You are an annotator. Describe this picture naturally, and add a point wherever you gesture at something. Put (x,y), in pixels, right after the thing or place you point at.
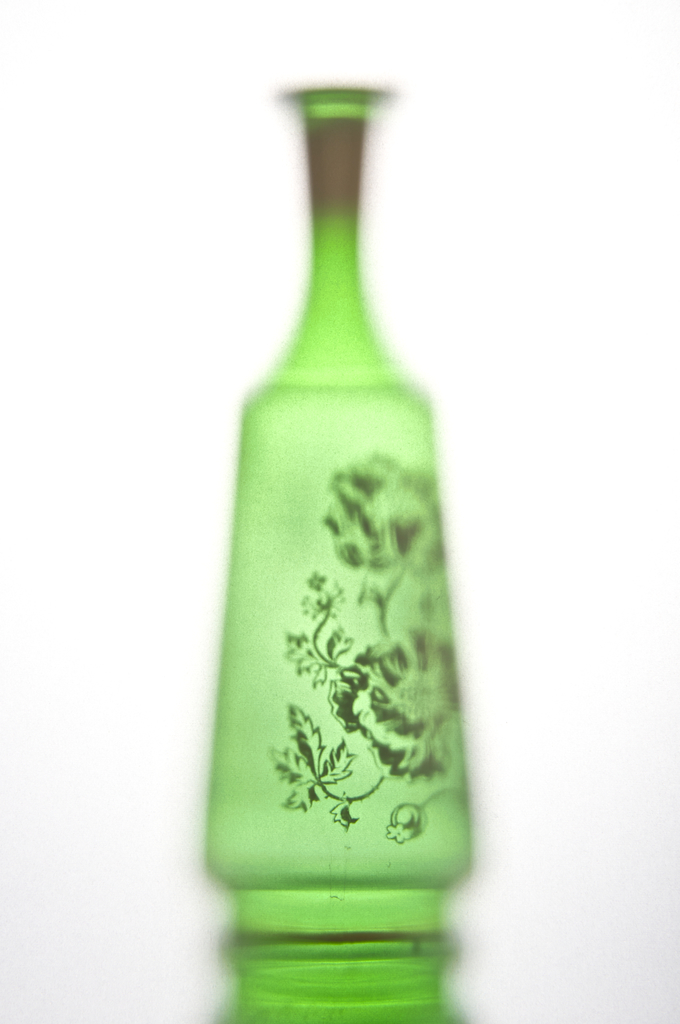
This picture is consists of a bottle (245,847) which is green in color and the background of the image (419,13) is white.
